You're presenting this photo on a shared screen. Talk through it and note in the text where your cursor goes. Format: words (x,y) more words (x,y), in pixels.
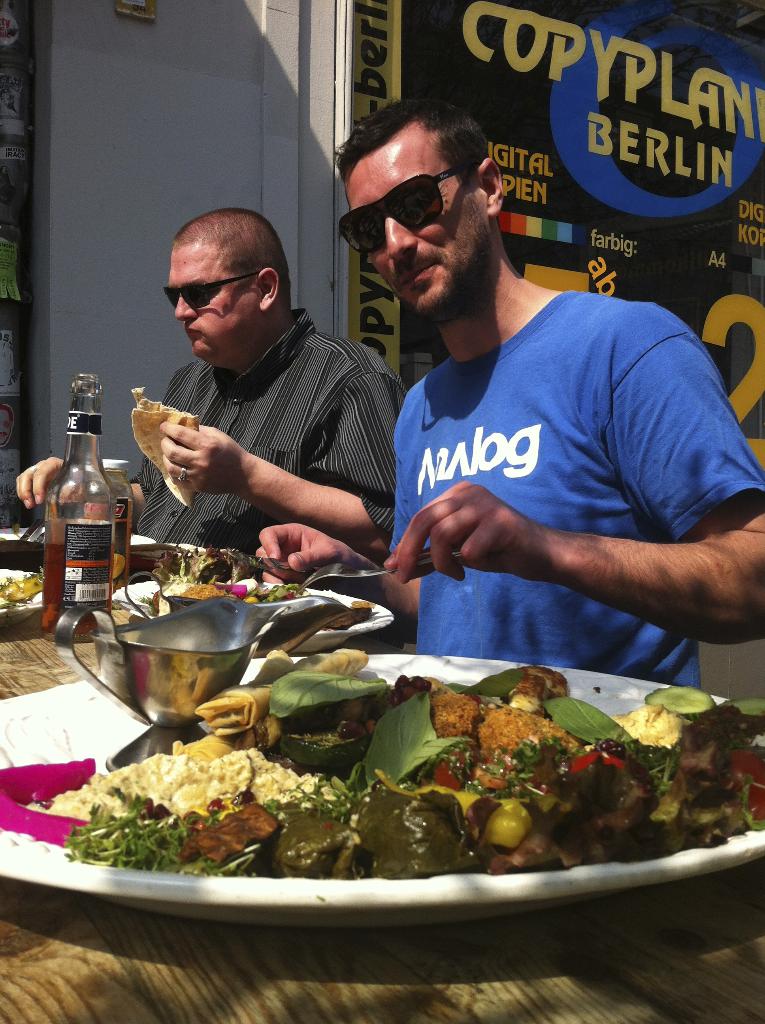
2 people (353,423) are present in front of the table (82,955). on the table (90,962) there are plates (76,735), food (93,813), glass bottle (60,608). people (191,445) are eating. the person (266,532) at the right (530,469) is wearing blue t shirt (543,472) and holding a fork (318,573), knife (277,565) in his hand (288,544). they are wearing goggles (187,294). behind them there is a wall (620,194) on which copyplan berlin is written.
